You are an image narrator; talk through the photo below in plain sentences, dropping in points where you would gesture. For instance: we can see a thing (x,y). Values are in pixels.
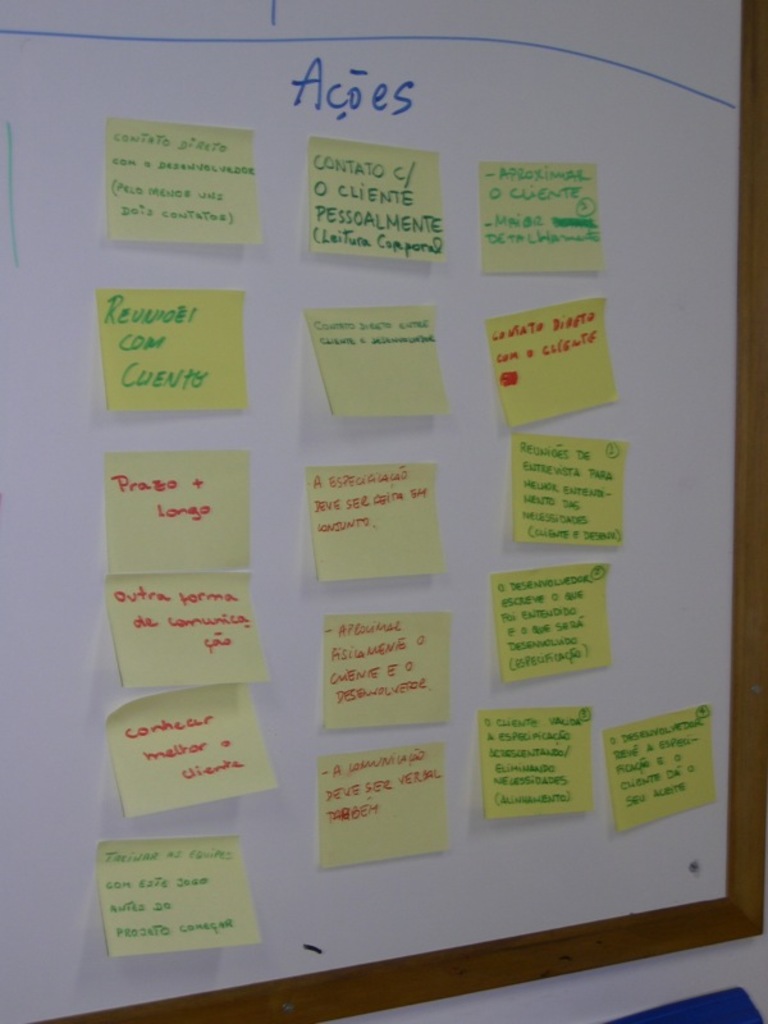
In this image I can see a white color board (292,570). On the board (282,269) I can see papers (237,190) attached to it. On the papers (364,469) I can see something written on it.
